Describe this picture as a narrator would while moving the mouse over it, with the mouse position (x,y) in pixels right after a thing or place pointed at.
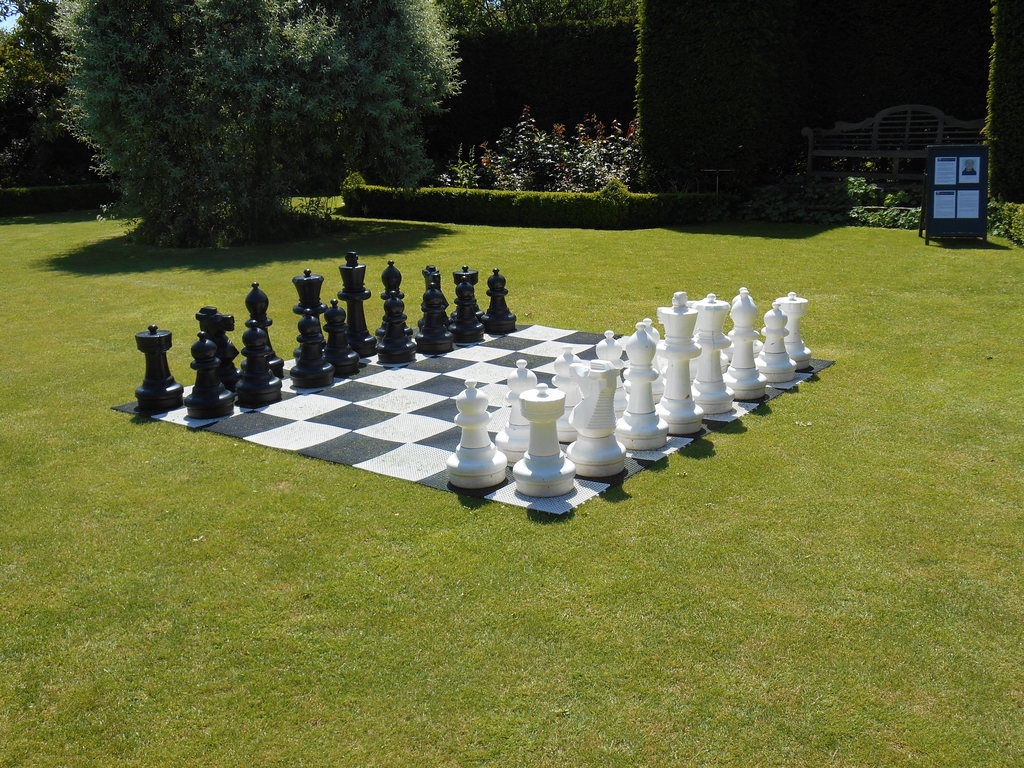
In this image there are pawns (605,363) on the chess board (373,420). At the bottom of the image (467,644) there is grass (527,611) on the surface (603,535). There are posters (960,198) on the board (928,210). There is a bench (858,161). There are plants (572,155), bushes (539,135) and trees (380,122).
